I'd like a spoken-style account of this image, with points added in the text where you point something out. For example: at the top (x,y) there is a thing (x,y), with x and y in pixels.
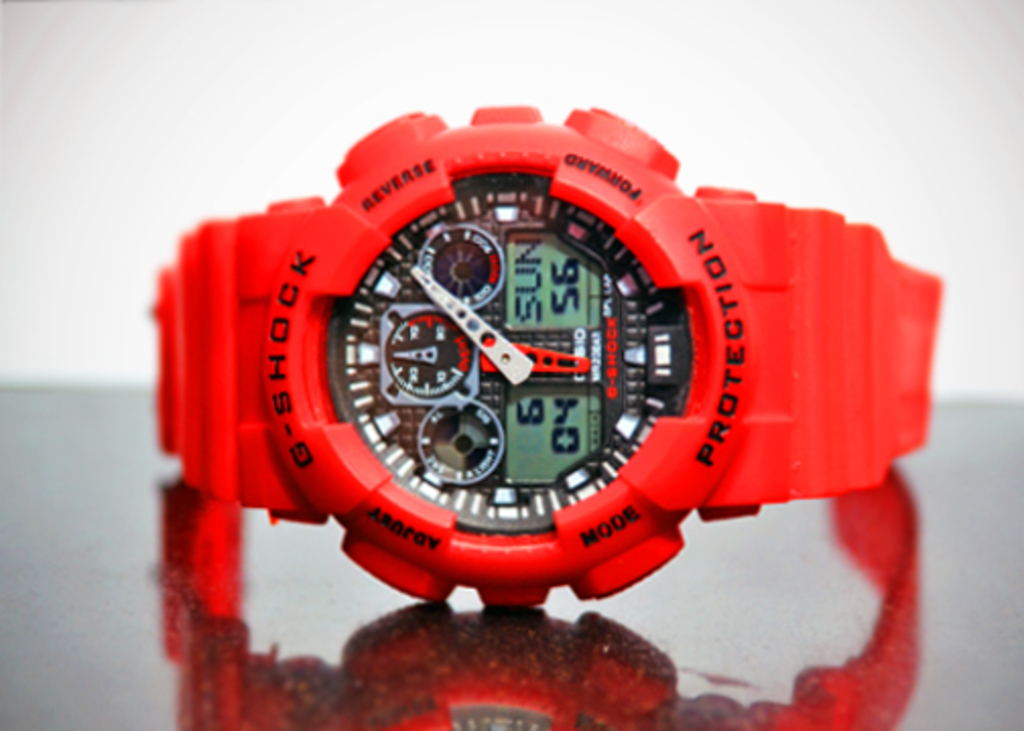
In this image we can see a red colored watch (350,474), with some text (593,377) on it and there is a reflection (885,530) of the watch (519,469) on the surface (55,474) of the table (697,525).
